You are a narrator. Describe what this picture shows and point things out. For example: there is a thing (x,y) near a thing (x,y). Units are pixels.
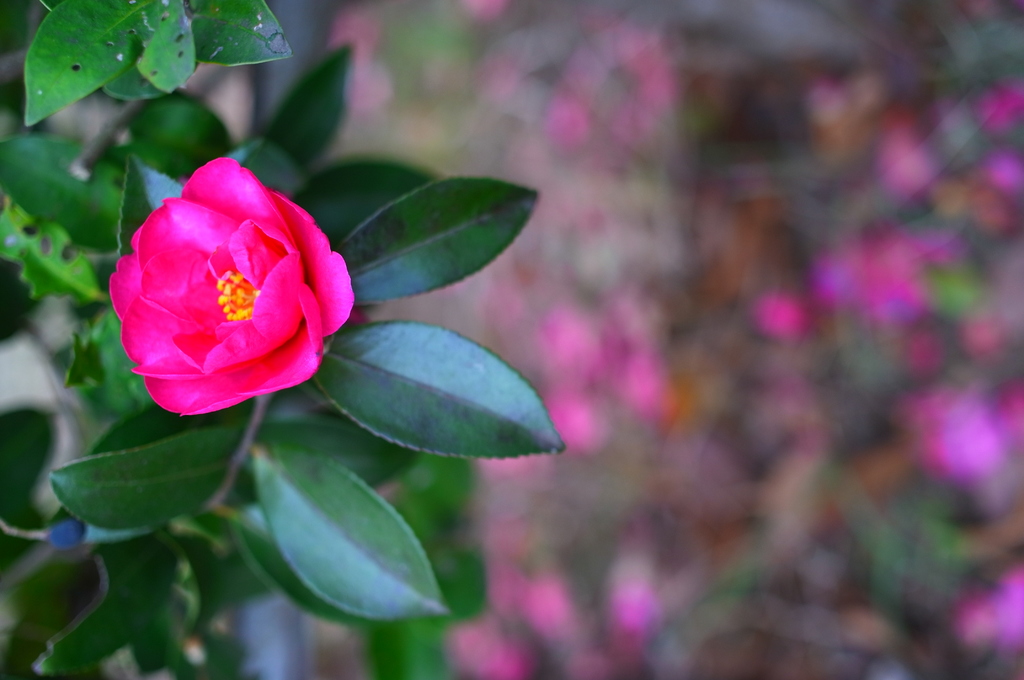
In this image, we can see a plant (343,299) with flower (189,265) and the background (756,252) is blurry.
